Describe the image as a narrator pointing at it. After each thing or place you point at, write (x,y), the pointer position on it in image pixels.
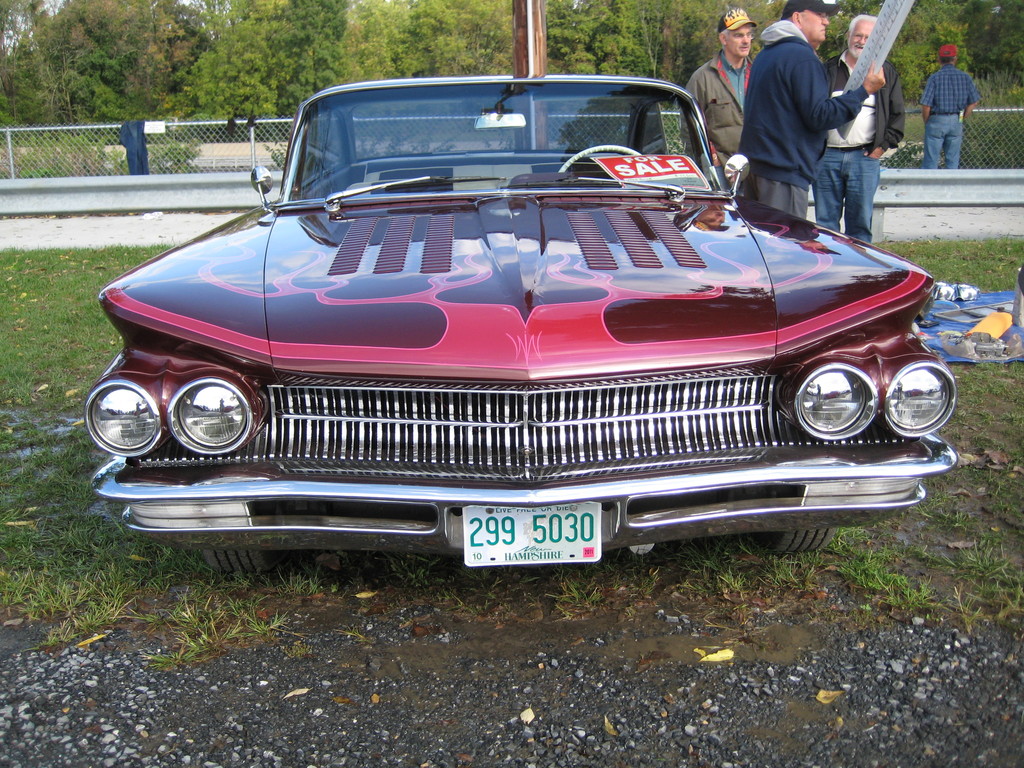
In this image I can see the vehicle (530,376). To the side of the vehicle (778,217) there are three people (867,163) standing and wearing the different color dress (762,111). I can see two people (736,63) with the caps (726,27). In the back (177,169) I can see the railing (914,172). At the railing (915,115) there is a person (945,107) standing. In the background (500,62) there are many trees (705,52).
